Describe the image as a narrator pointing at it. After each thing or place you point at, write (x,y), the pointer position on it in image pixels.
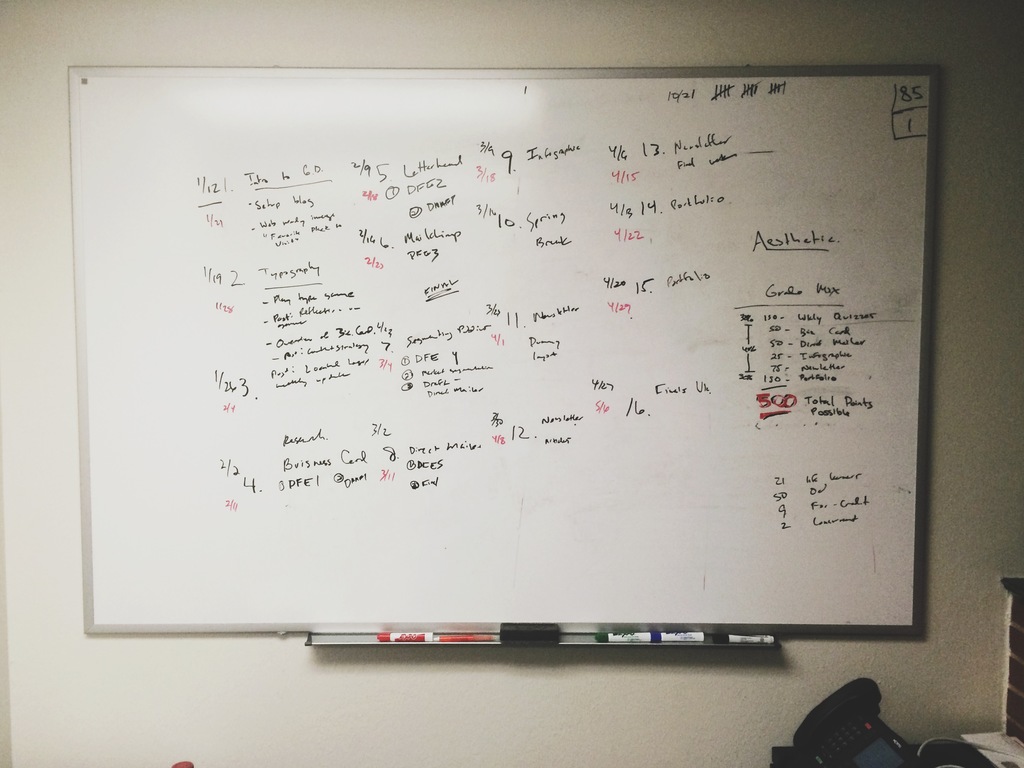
In this image I can see a white color board (149,325) is attached to the wall (47,456). On the board (494,479) there is some text (696,379). Under the board (360,609) there are few markers (449,638). In the bottom right (954,759) there are few objects (824,744) placed on a table (965,760).
